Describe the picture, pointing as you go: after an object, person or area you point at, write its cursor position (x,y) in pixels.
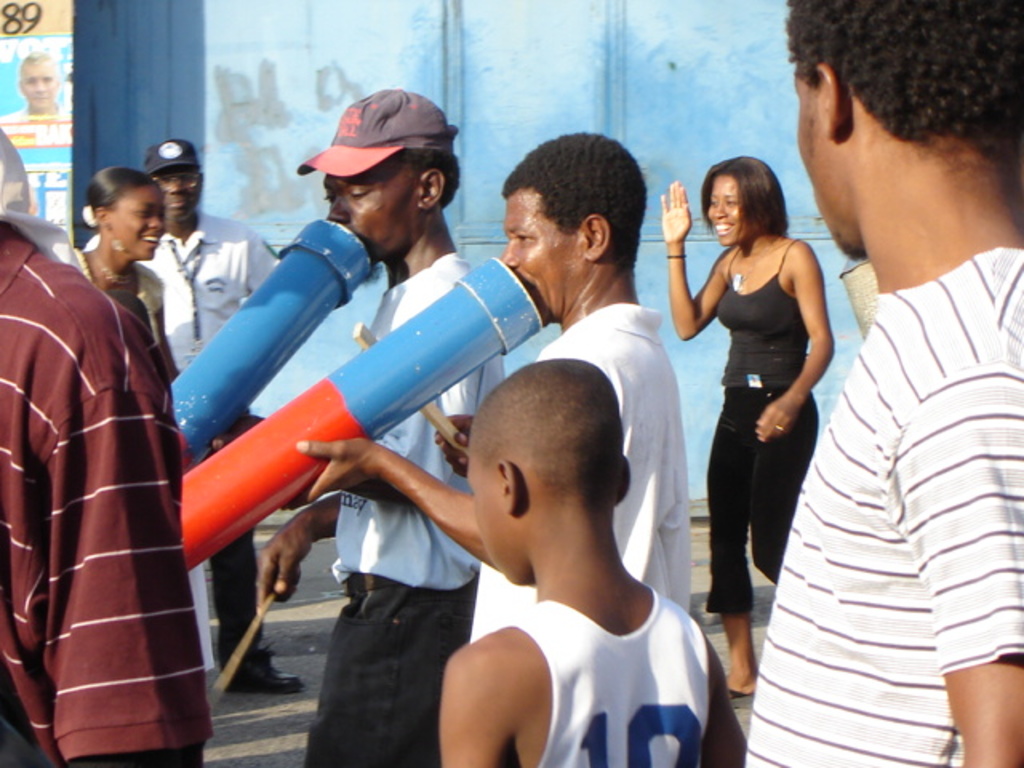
In this picture we can see two people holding objects (268,439) in their hands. There are a few people (136,433) visible from left to right. We can see a poster (47,142). In this poster (66,132), we can see a person (42,91) and numbers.
